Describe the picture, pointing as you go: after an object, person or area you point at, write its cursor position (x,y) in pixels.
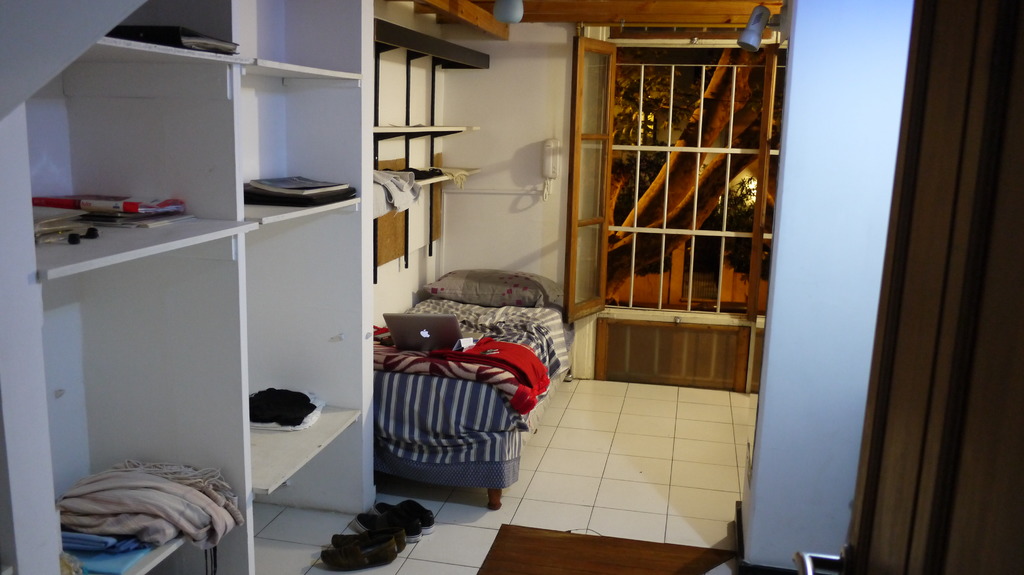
On the left (144,205) we can see books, files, papers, clothes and other objects (65,235) on the racks (148,367) and on the right (897,211) there is a door (989,125). In the background (478,281) there is a laptop (419,330), bed sheets (484,333) and a pillow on the bed (447,471), two pairs of shoes (371,532), clothes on a stand (383,131) on the wall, window doors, poles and other objects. Through the window (642,185) we can see trees (708,135) and wall (722,270).
